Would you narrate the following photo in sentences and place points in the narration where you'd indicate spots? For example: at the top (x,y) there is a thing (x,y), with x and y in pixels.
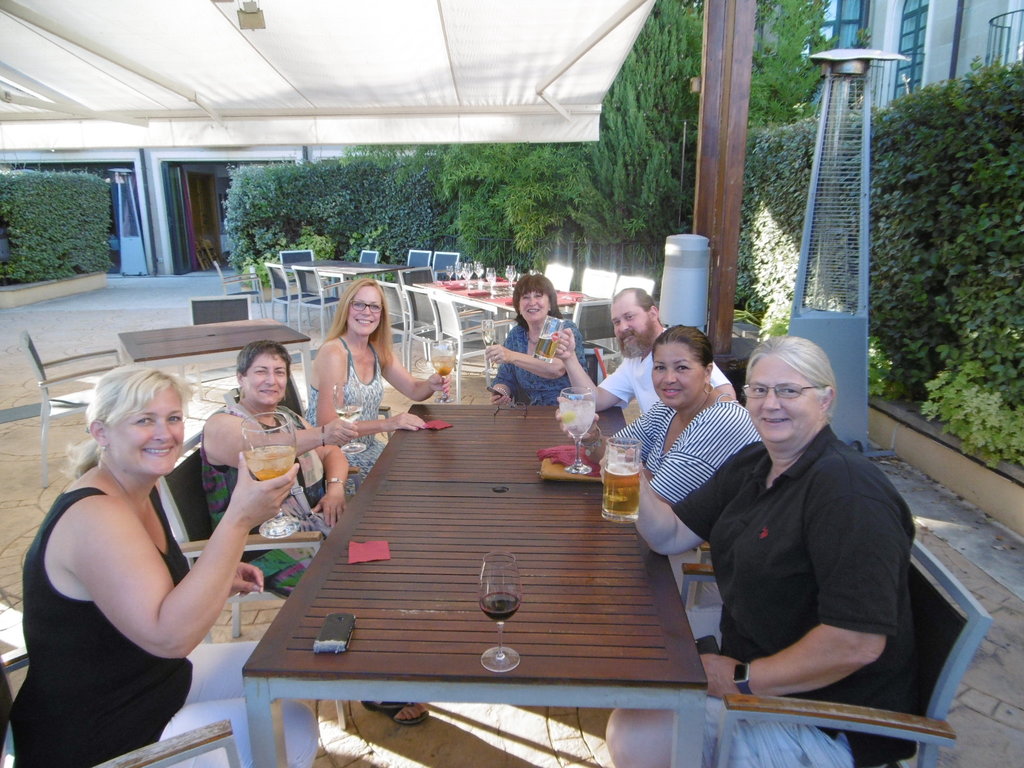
On the background (788,110) we can see building (961,39), trees (561,208). Here we can see chairs (591,309) and tables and on the table (505,293) we can see glasses (513,273). Here we can see few persons (625,365) sitting on the chairs (188,550) in front of a table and holding glass (557,328) of drinks (279,446) in their hands (240,518) and giving a pose to the camera with a smile. and here on the table (442,575) we can see cloth (561,457), glass (506,667).
